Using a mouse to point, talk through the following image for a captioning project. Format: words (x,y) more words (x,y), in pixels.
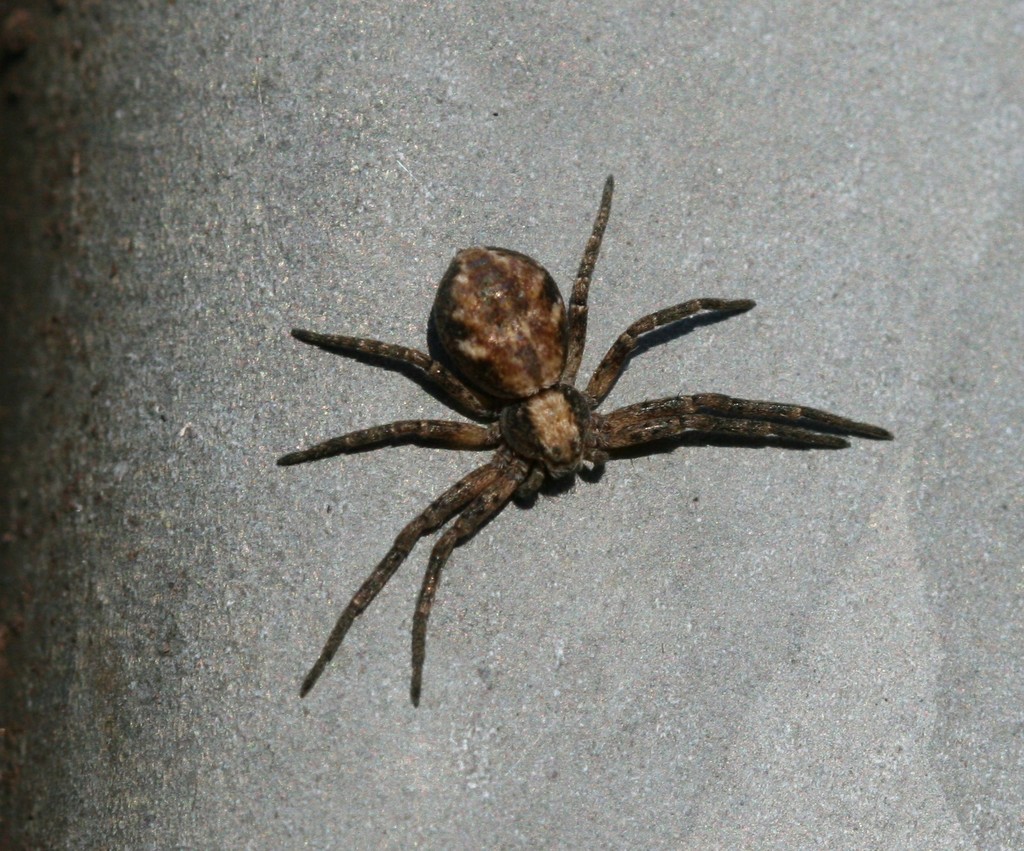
Here we can see a spider (501,371) on a platform (200,728).
